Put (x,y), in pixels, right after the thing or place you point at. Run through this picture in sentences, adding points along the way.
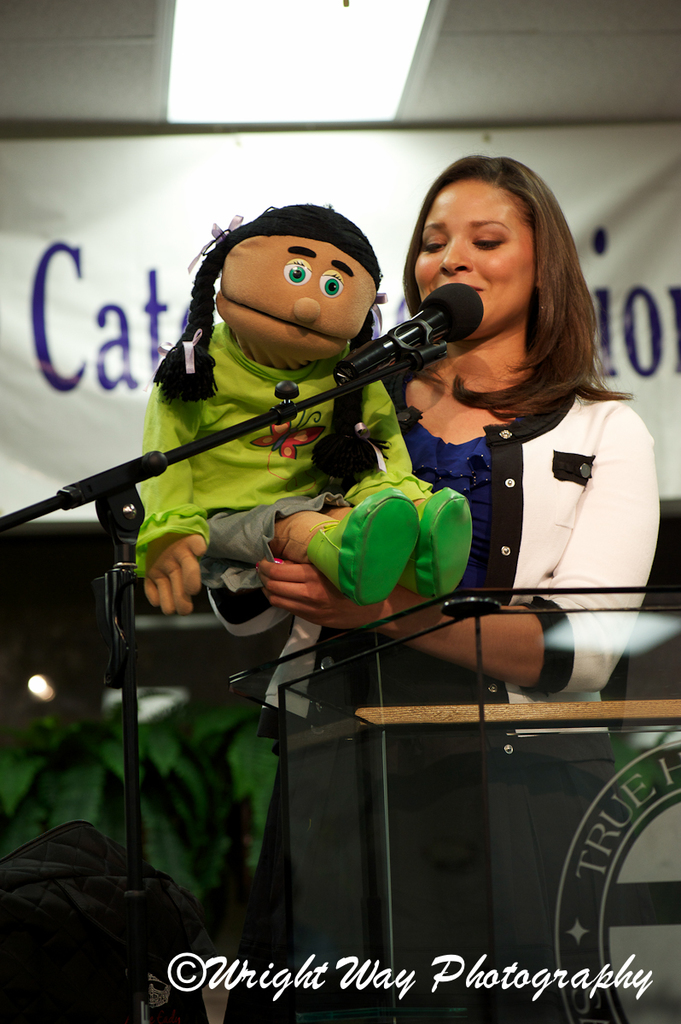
In this image I can see a woman (577,284) holding a toy (323,217) standing in front of the podium (646,830) and in front of her I can see a mike (439,329) and in the background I can see a plant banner (643,215) and light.
